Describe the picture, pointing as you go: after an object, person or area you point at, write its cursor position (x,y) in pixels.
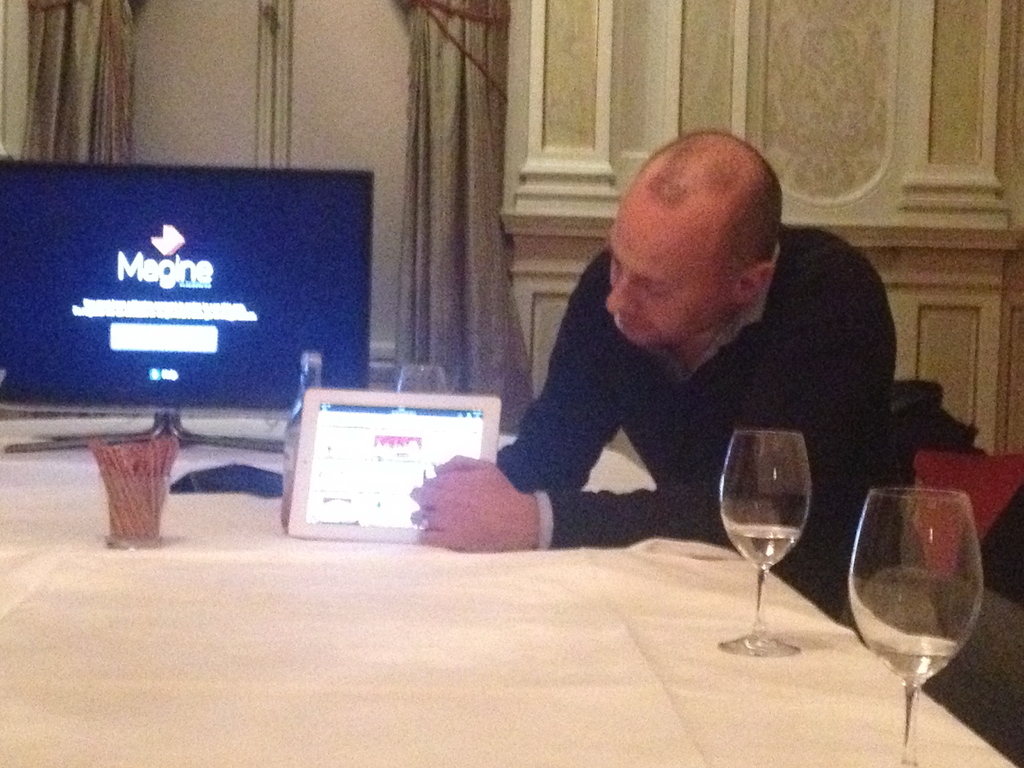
In this picture there is a man (765,272) sitting on the table (706,595) with a white color cloth (209,628) on the table (348,595). There are two glasses (753,562) on it. The man (723,343) is explaining in the tablet (426,469). In the background (241,268), there is a television (215,276) and Magine is written on it. There are also curtains (80,59) and a decorated wall (755,83) in the background (925,122).
